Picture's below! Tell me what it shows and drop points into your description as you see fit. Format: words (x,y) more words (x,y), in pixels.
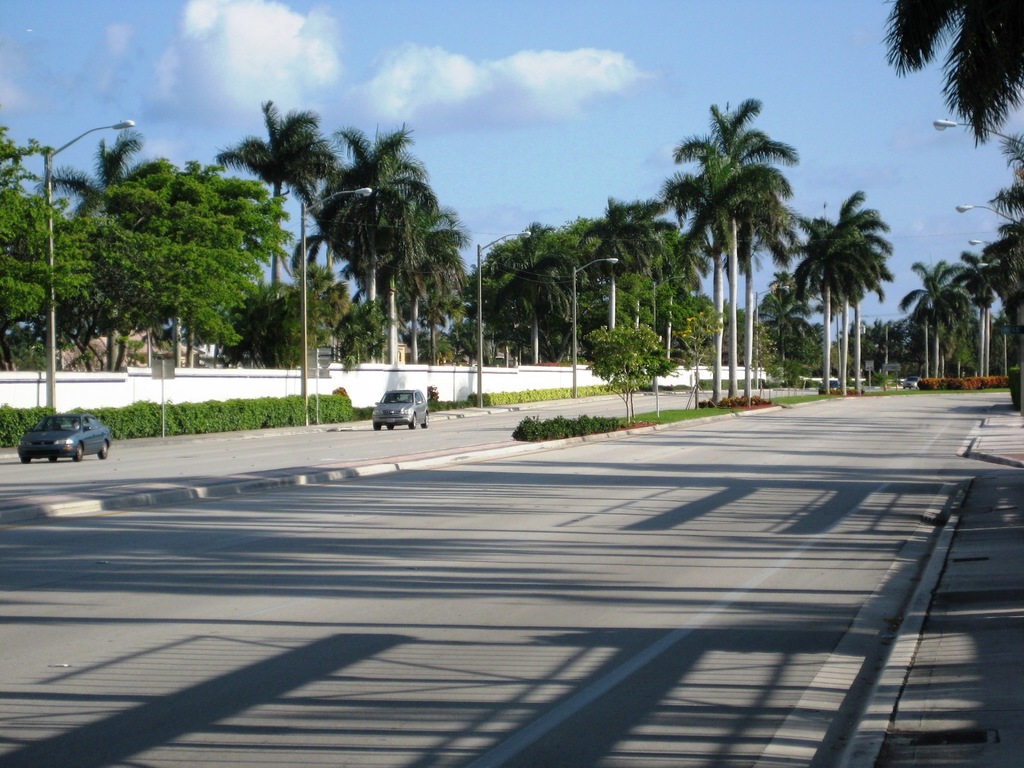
This image is clicked on a road (418,693). To the left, there is a car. In the background (442,281), there are trees (745,235) and plants (78,410).
